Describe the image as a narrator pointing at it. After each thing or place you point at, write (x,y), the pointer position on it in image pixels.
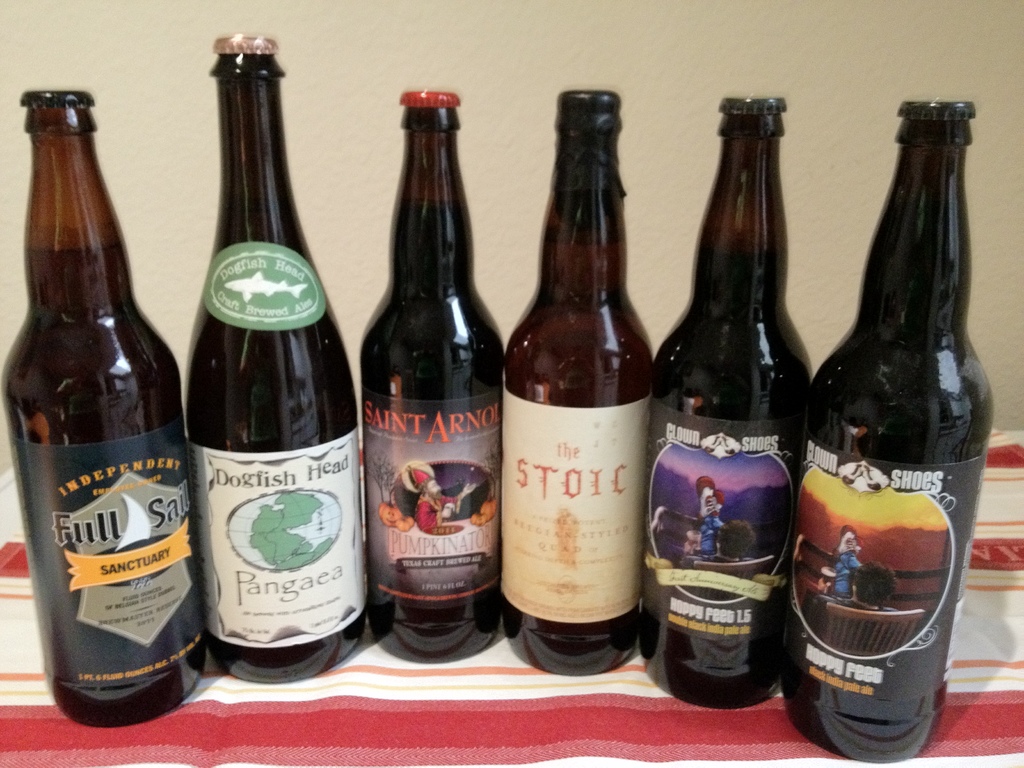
In this picture we can see bottles (537,567) on a cloth (329,748). On the background (793,81) we can see a wall (793,81).
